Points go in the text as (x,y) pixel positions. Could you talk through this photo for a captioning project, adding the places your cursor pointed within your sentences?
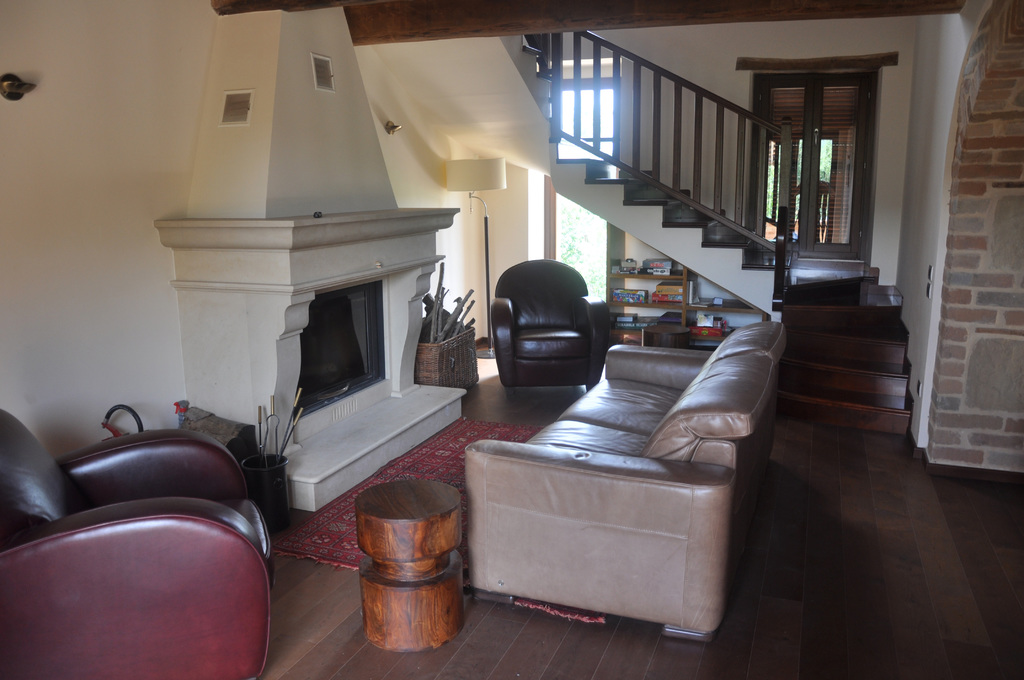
This is a room (616,357). There is a sofa chair (535,478), table (455,549) and fireplace (345,348). There is a basket (435,358) near to that. Inside that there are some woods (441,321). There is a staircase (699,230). Under the staircase (685,199) there is a cupboard (646,289) with boxes (645,296). In the background (825,173) there is a window (832,181). In the right side (969,255) there is a brick wall (980,303). Under the sofa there is a red carpet (463,447).
